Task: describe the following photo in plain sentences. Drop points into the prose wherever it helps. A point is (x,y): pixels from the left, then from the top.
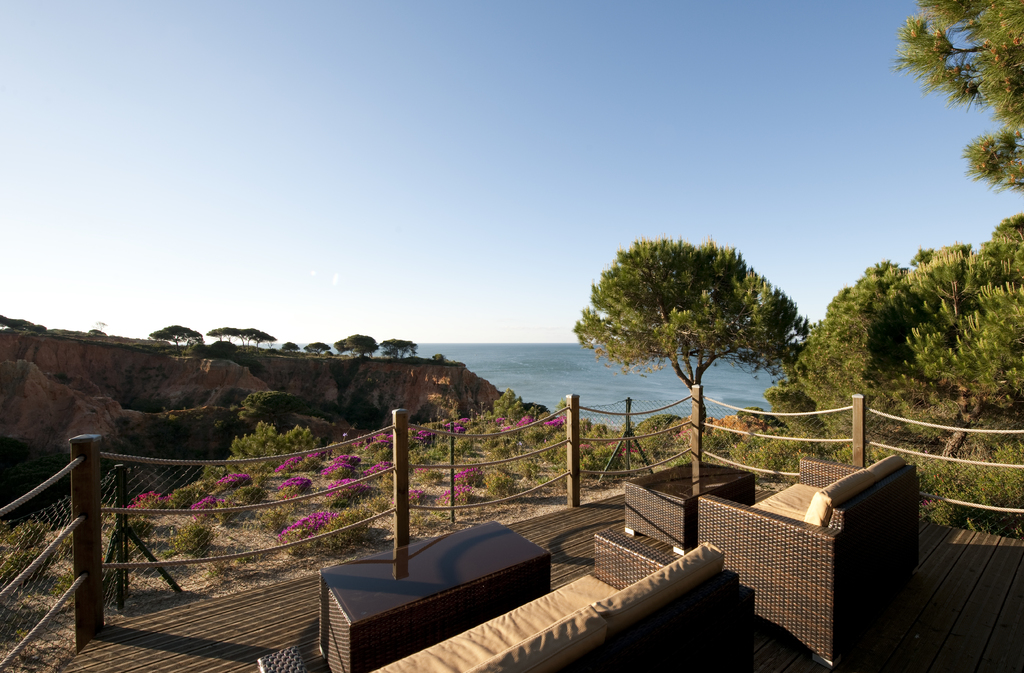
In this image we can see the tables (446,572), couch (707,603) and chair (830,641) on the wooden object (933,617). In front of them, we can see the railing (401,447) and fence (119,494). And there are trees (282,450), plants (516,472), flowers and rock (373,379). In the background (567,362), we can see the water (518,373) and the sky (469,186).
